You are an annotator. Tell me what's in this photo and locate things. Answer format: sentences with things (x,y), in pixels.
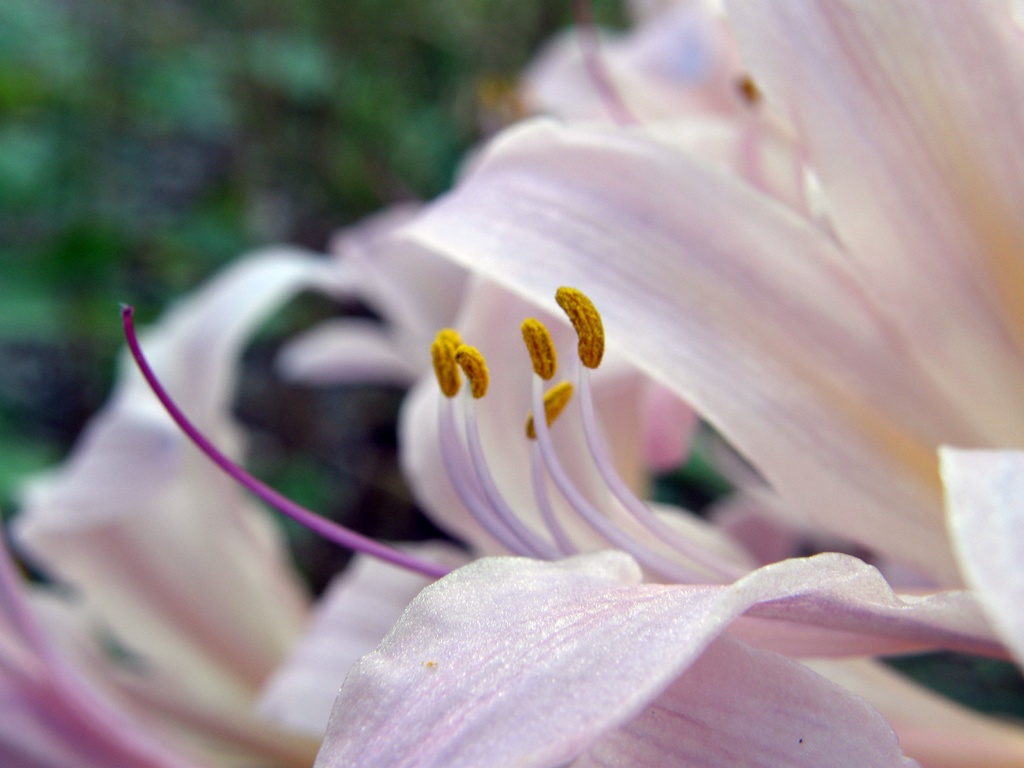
In this image we can see a flower (502,368) and we can also see the green color blurred background (13,263).
